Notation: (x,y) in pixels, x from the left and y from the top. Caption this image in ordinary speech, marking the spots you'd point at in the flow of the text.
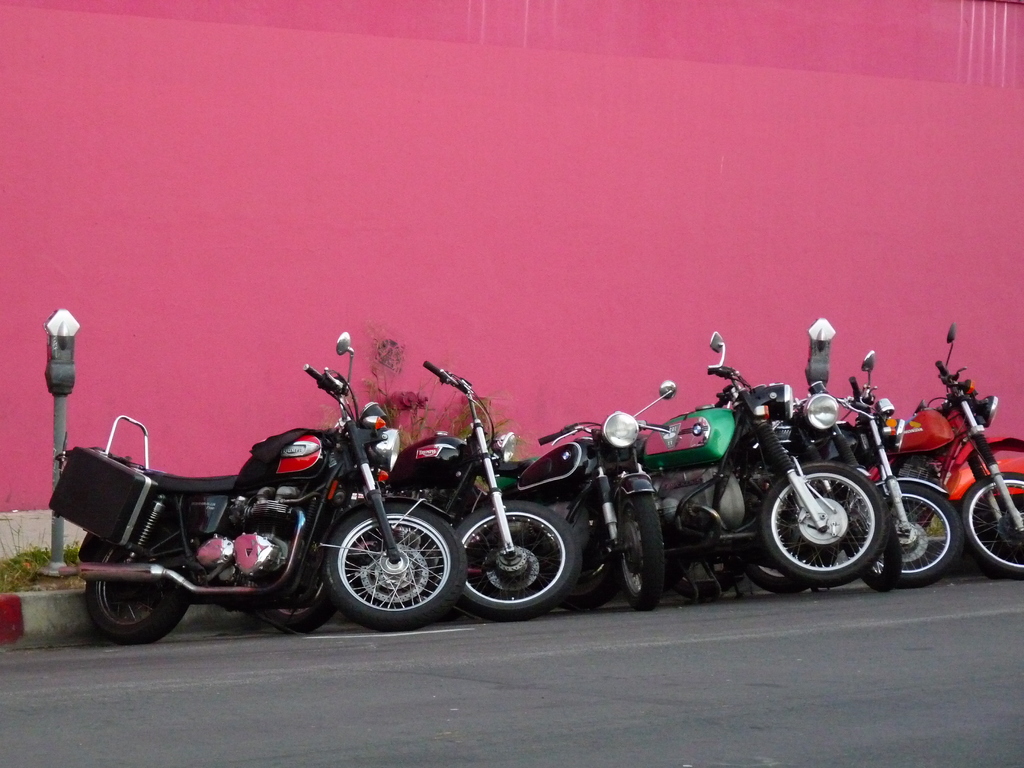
In the image we can see there are bikes (431,535) parked on the road (502,690) and behind there is a pink colour wall (532,170).
